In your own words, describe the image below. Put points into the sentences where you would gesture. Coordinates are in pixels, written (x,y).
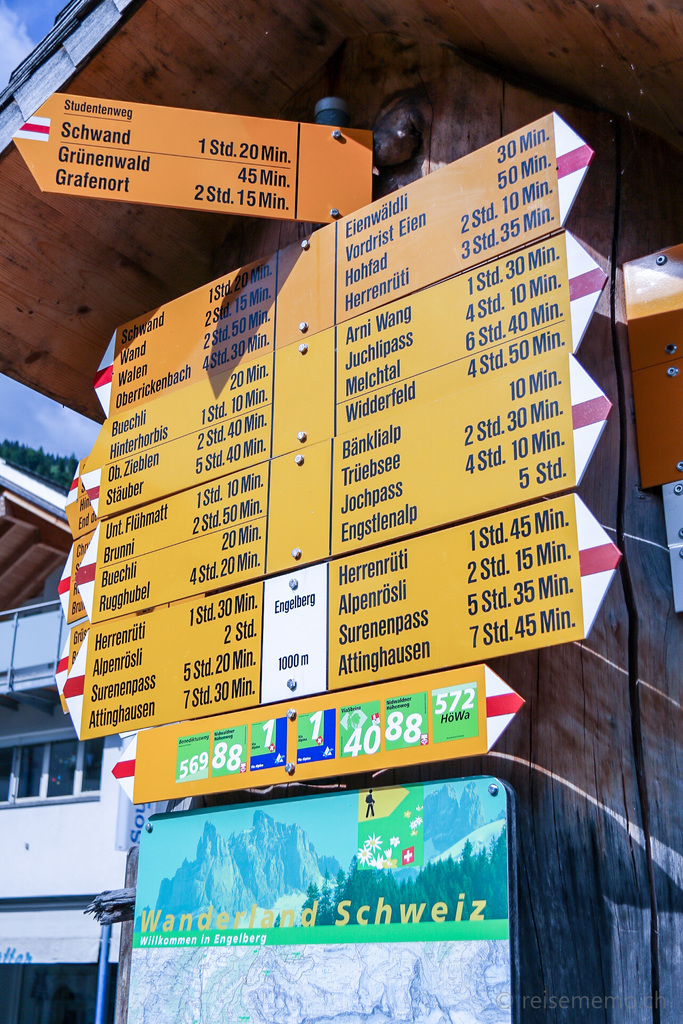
In the center of the image (229,624) we can see boards (506,579) placed on the wall (520,774). On the left (51,810) there is a building (59,575). In the background (49,426) there is sky (20,42).
